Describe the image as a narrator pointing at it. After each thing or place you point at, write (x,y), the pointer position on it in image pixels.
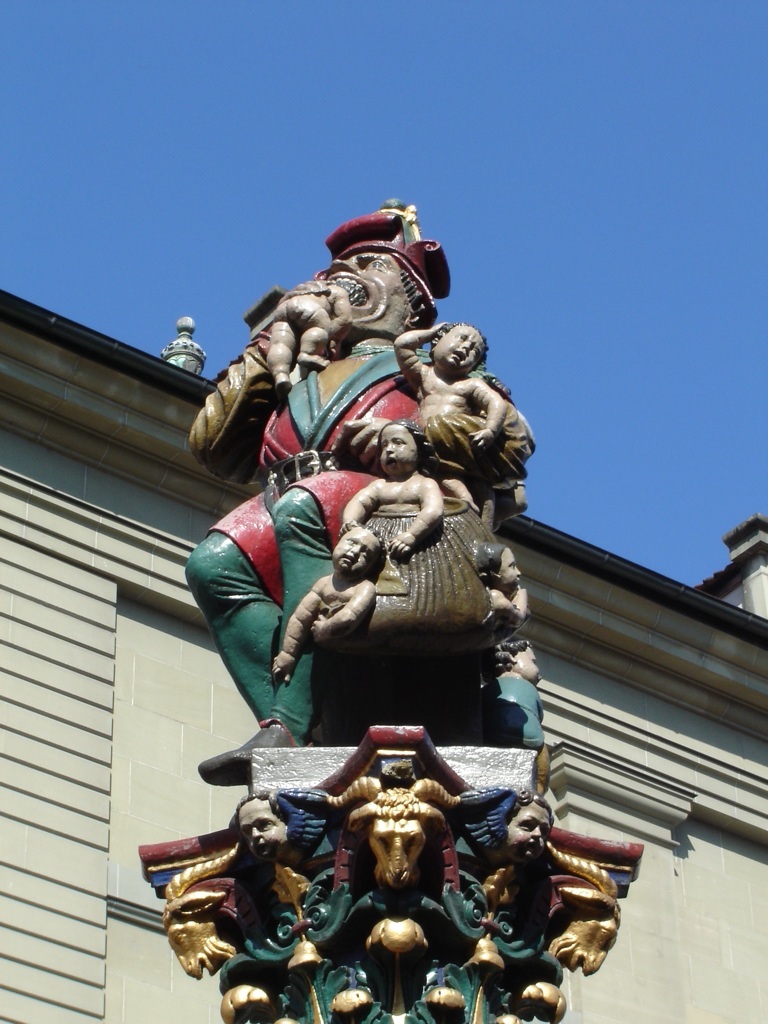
In the center of this picture (316,433) we can see the sculpture of a person (338,395) and the sculptures of children (398,479). In the foreground (436,819) we can see the sculptures of some other objects (423,882). In the background (636,631) we can see the building (710,641) and the sky (752,124).
